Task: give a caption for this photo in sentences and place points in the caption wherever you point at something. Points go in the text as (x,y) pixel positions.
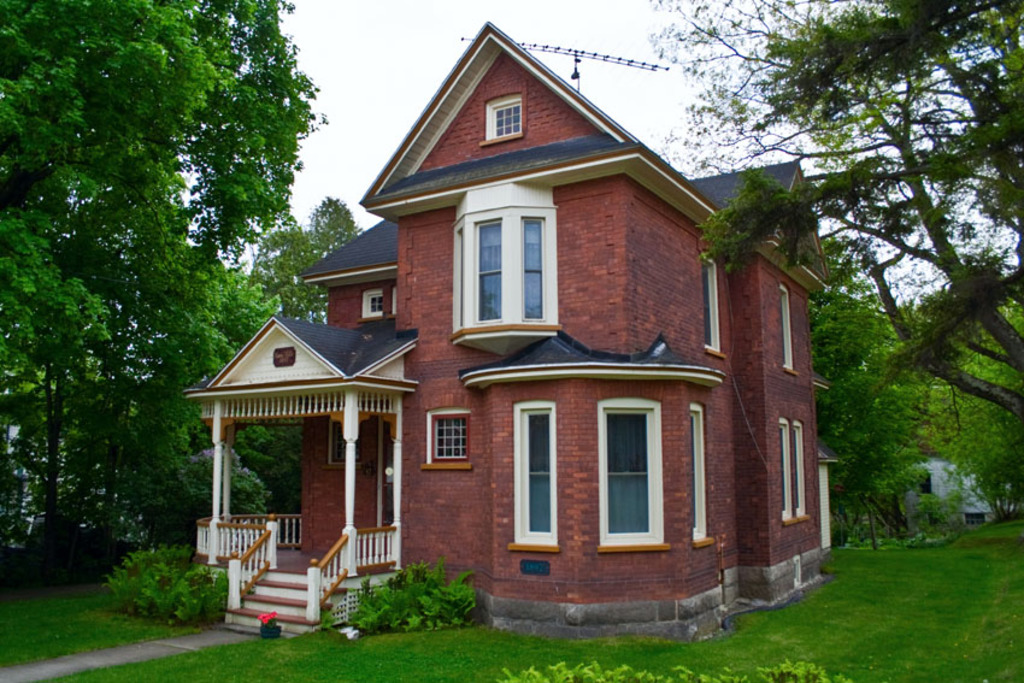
A house (485,213) with red brick walls (652,286), blue roof top (737,183), with windows (510,306) and with white pillar (354,491). Around this house (693,456) there is grass (412,644), plants (366,607) and trees (76,338), these all are in green color. Sky (356,104) is in white color.
